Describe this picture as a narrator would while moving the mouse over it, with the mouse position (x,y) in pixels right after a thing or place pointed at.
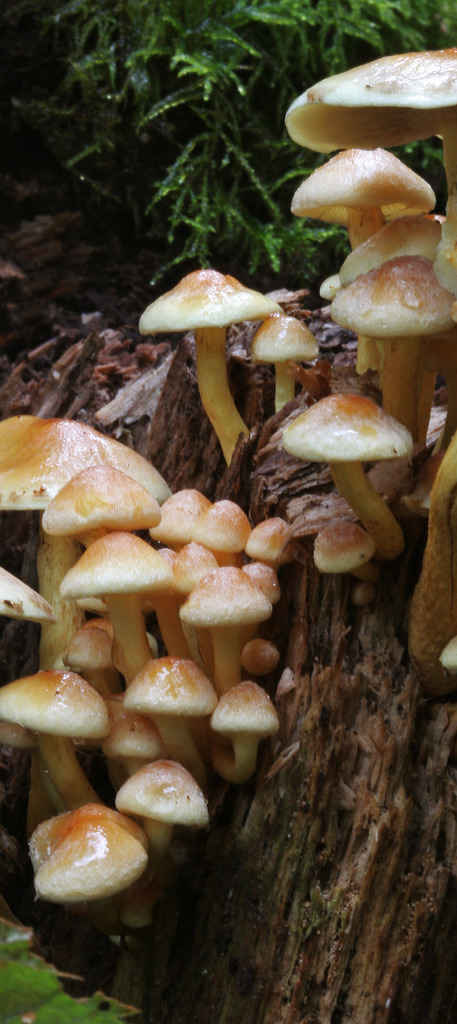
In the picture we can see a part of a tree branch (341,691) on it, we can see some mushrooms (57,708) are grown on it and behind it we can see some plants (213,97).
